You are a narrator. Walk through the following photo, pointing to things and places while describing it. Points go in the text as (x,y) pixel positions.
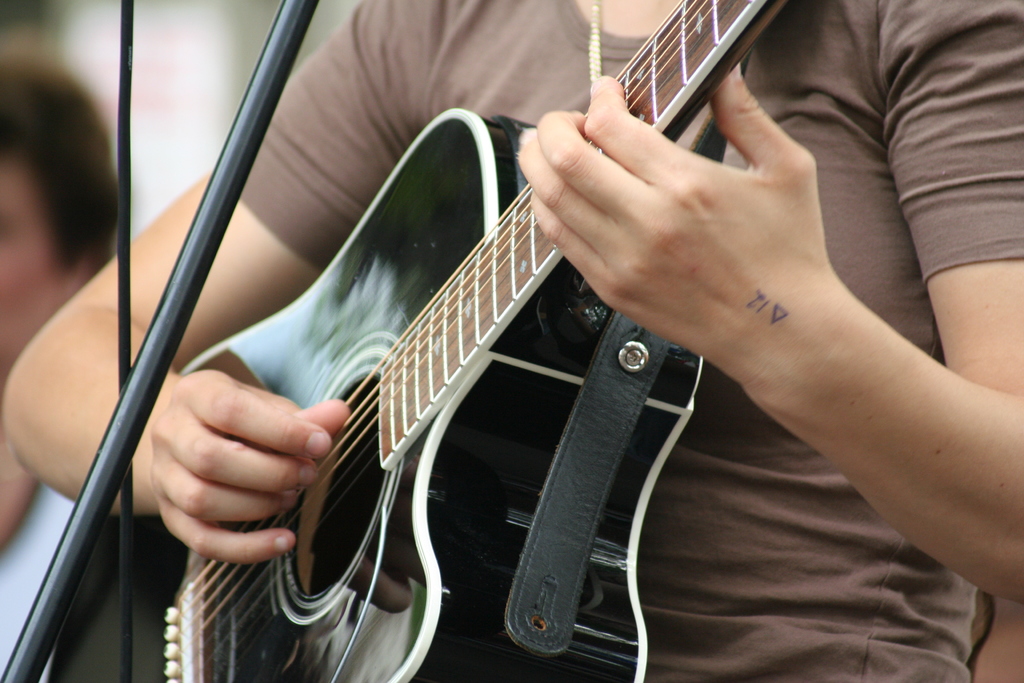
In this image I see person (950,624) holding a guitar (587,670).
